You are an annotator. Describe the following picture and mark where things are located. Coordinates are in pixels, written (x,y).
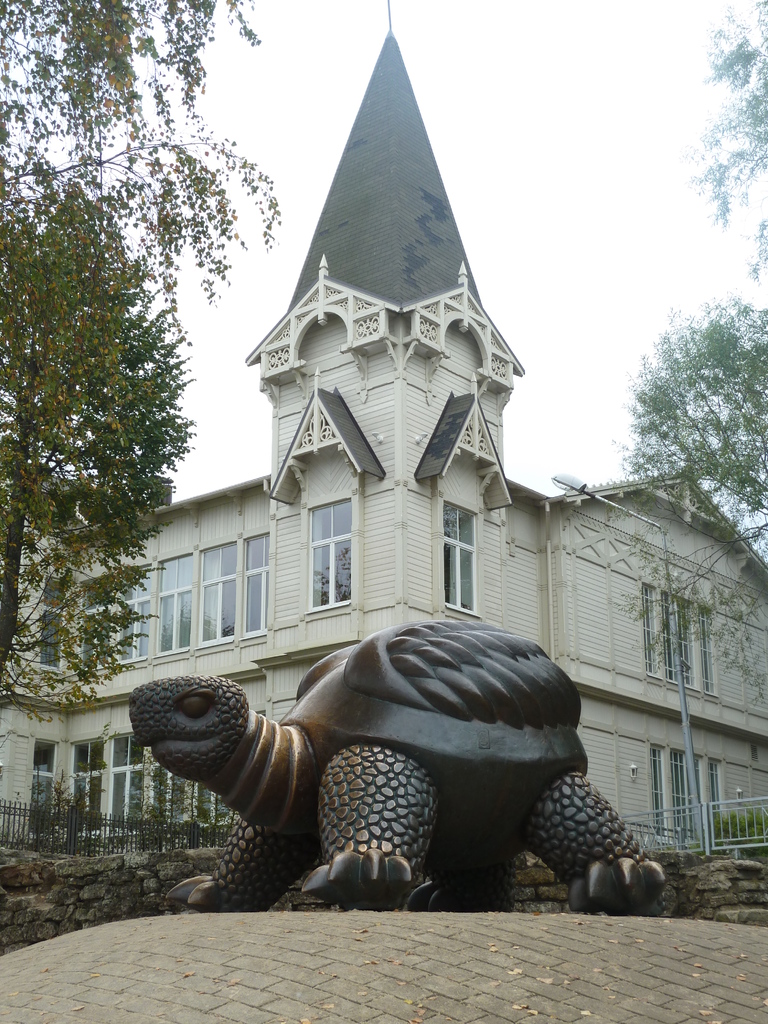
In the middle of the image (346,655) we can see a sculpture (358,777), in the background (147,584) we can see fence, few trees (78,481), a building (644,566) and a pole (677,670).
